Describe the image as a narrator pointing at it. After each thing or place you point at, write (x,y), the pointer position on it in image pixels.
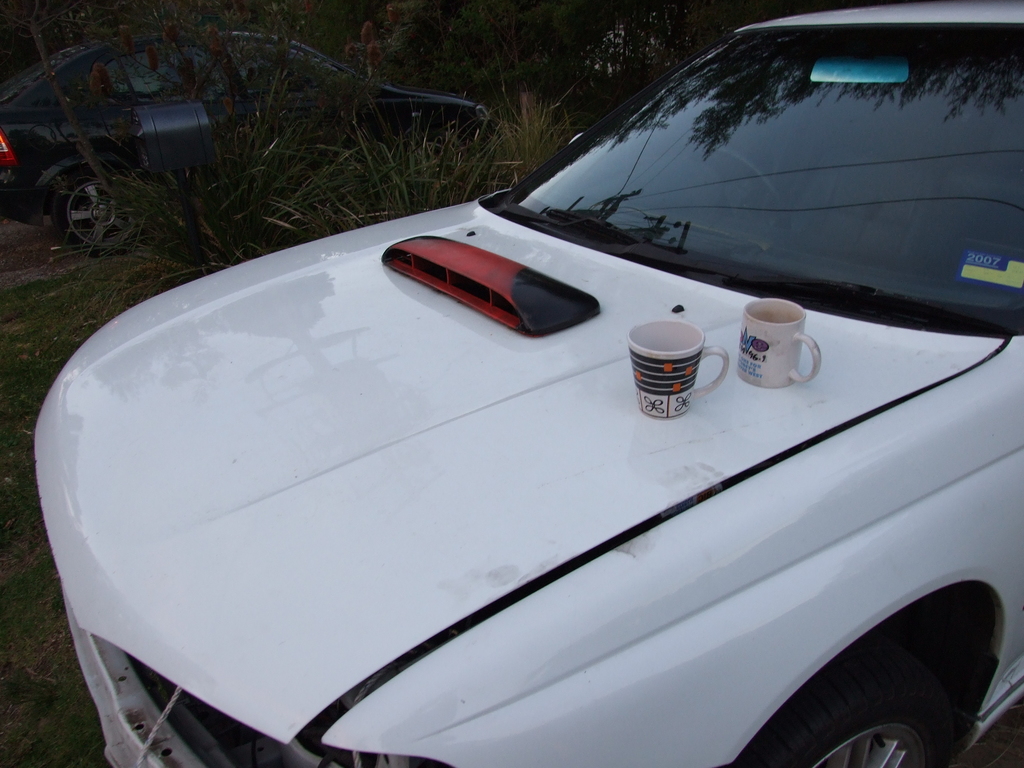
In this image we can see a few vehicles (292,268), among those vehicles (491,343) we can see some cups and an object (550,326) on one vehicle (542,373), there are some plants (483,194) and trees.
